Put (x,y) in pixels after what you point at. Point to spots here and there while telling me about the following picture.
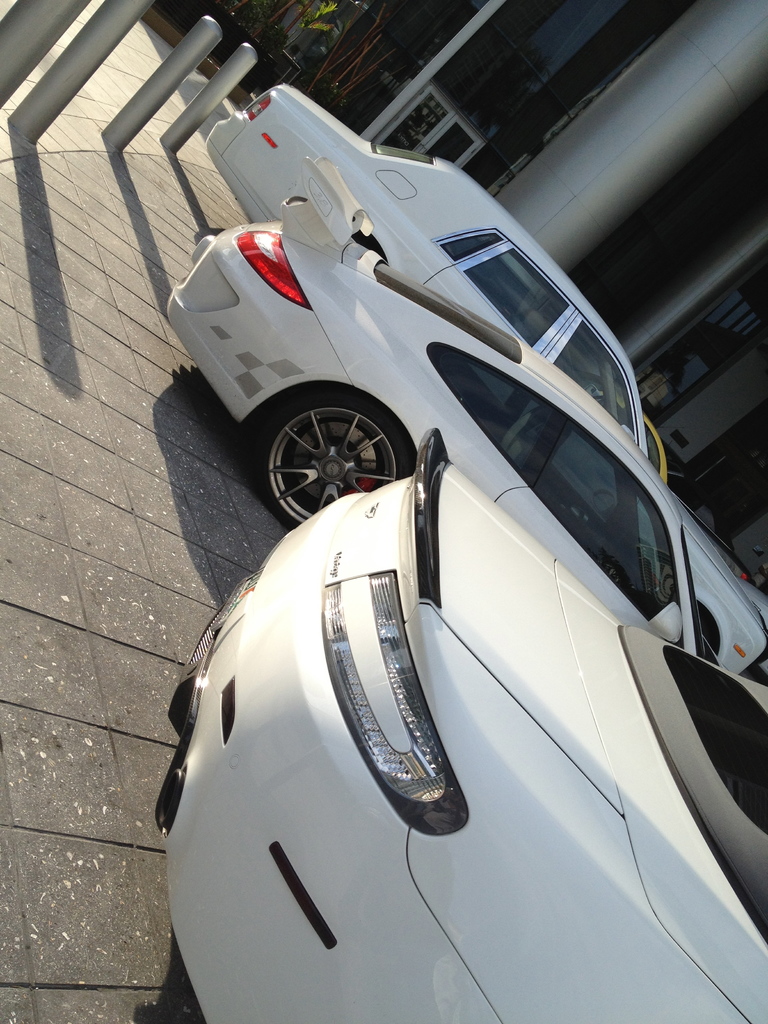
This image consists of three cars (247,634) in white color parked on the road (101,440). In the background (677,115), there is a building (580,204). At the bottom (148,713), there is a road (31,311). To the left (128,2), there are small poles (101,55).
